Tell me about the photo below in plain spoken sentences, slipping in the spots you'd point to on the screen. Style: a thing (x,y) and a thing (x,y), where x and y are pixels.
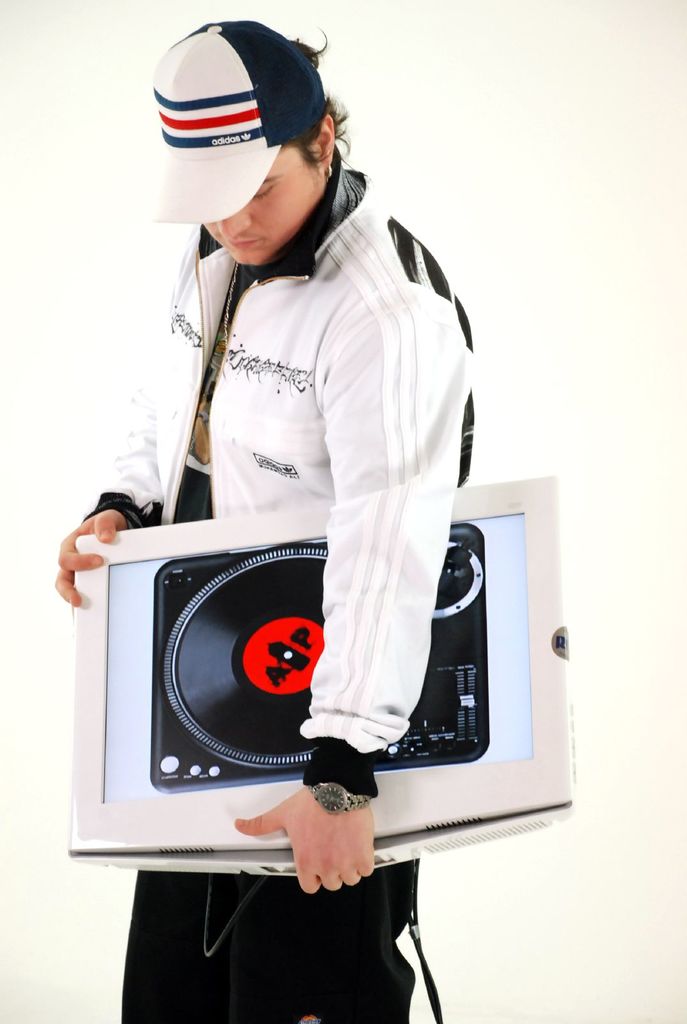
In this image we can see a person (237,368) wearing white color jacket (224,393), black color pant (233,1009), white color cap (226,147) holding some object (186,676) in his hands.
